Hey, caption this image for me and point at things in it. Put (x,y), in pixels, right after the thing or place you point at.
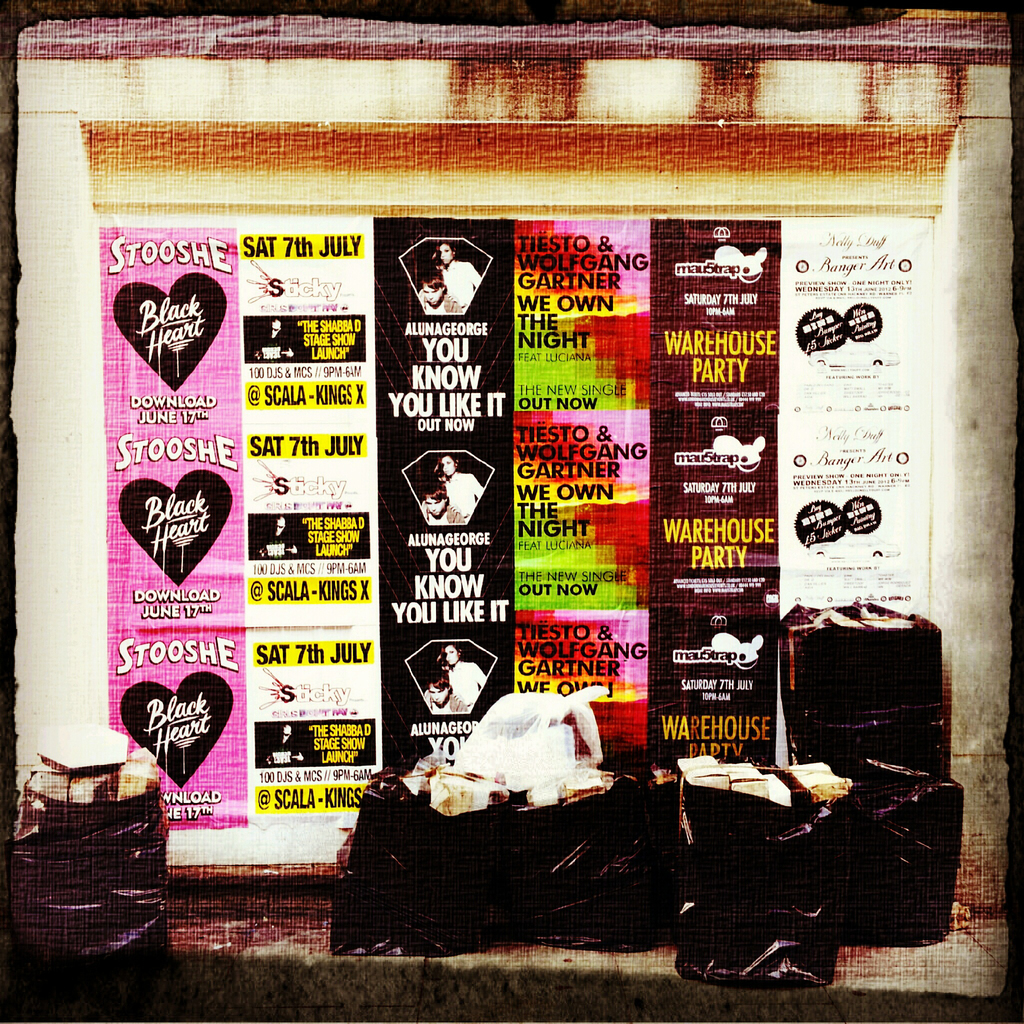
This image is an edited image. This image is taken outdoors. In the middle of the image (466,349) there is a banner (396,334) with a text (285,581) on the wall (149,120). At the bottom of the image (378,964) there is a sidewalk (549,997) and there are a few things (704,814) on the sidewalk (401,1019).
